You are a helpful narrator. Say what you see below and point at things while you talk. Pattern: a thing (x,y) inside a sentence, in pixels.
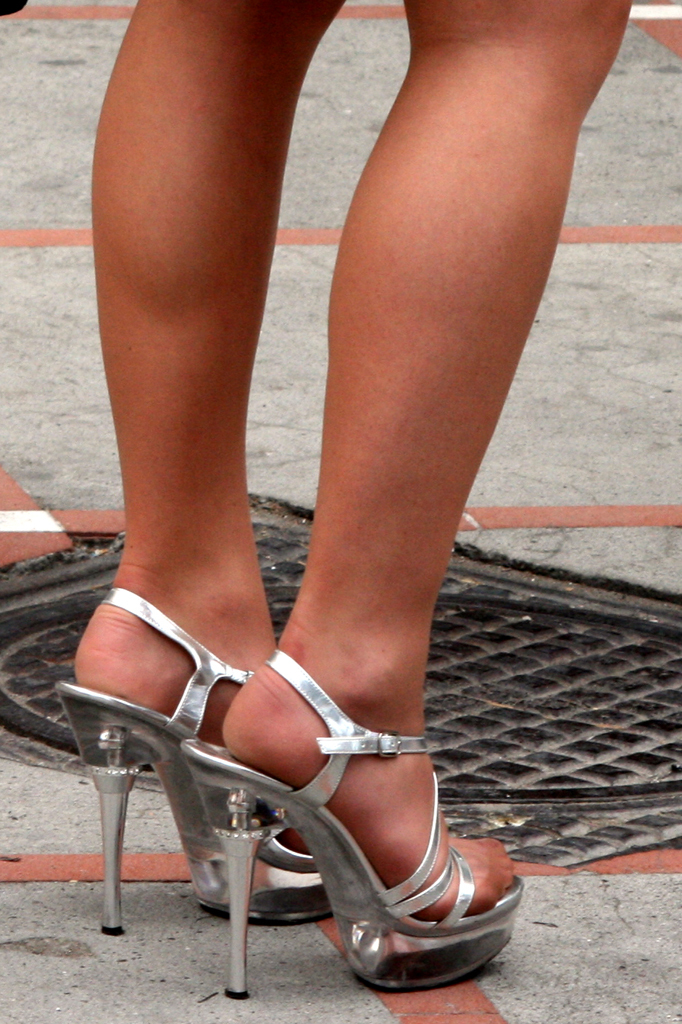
In this image I can see a person (365,281) wearing silver colored footwear (322,843) is standing on the ground (186,864). I can see the black colored manhole lid (526,685).
